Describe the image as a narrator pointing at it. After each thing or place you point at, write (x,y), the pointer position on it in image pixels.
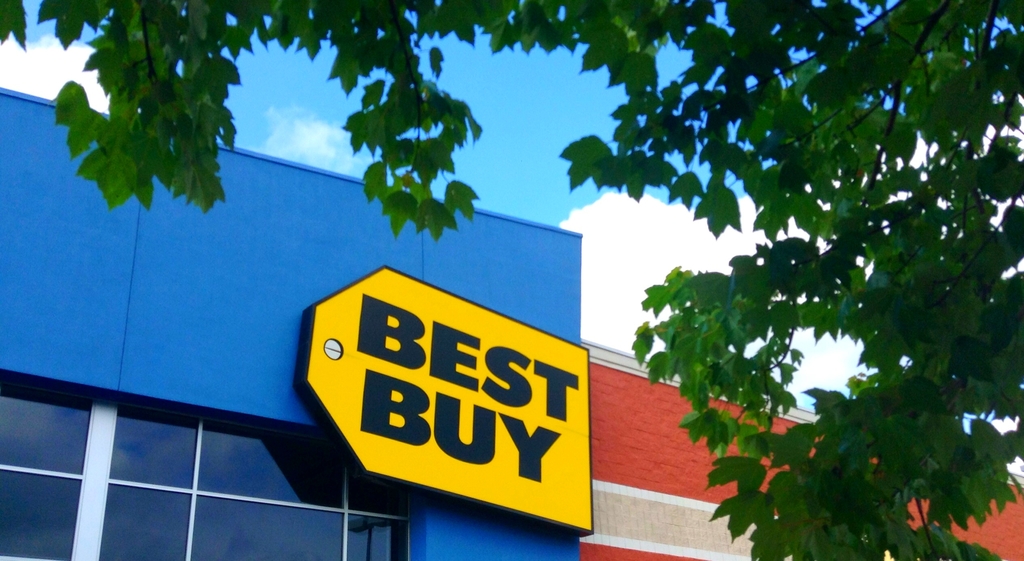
In this image we can see a tree (894,352). There is a blue and cloudy sky (542,195) in the image. There are two buildings (626,519) in the image. There is an advertising board (486,409) on the top of the building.
